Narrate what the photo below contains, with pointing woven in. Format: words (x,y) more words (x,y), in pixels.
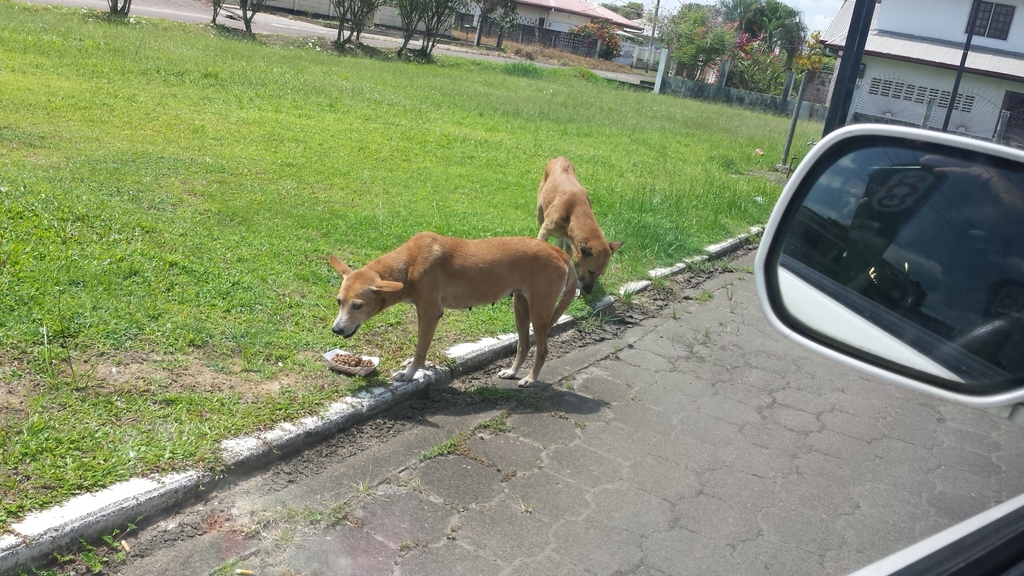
In this picture I can see two dogs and a vehicle (804,216). There are buildings (990,109), trees (769,35), and in the background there is the sky (815,1).
